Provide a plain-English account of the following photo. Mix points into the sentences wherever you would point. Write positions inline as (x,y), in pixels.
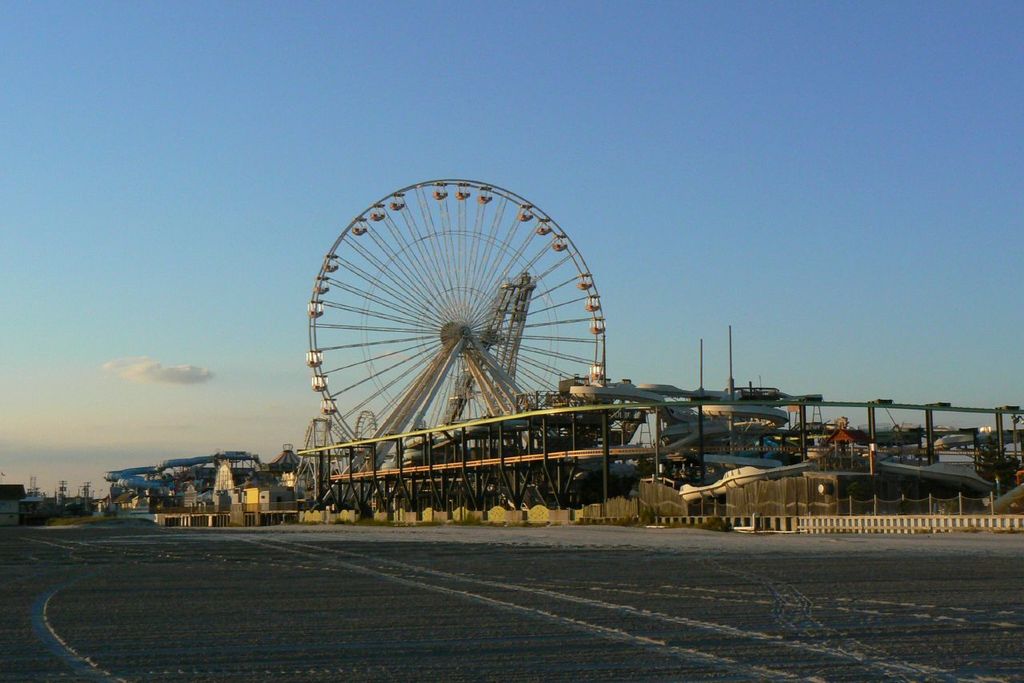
In this picture I can see the wheel (387,427). Beside that I can see the sheds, buildings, roller coasters (448,428) and other objects (408,466). At the bottom (256,643) there is sand (256,643). On the right (890,527) I can see the gate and fencing (849,508). At the top (570,45) I can see the sky (514,15) and clouds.
